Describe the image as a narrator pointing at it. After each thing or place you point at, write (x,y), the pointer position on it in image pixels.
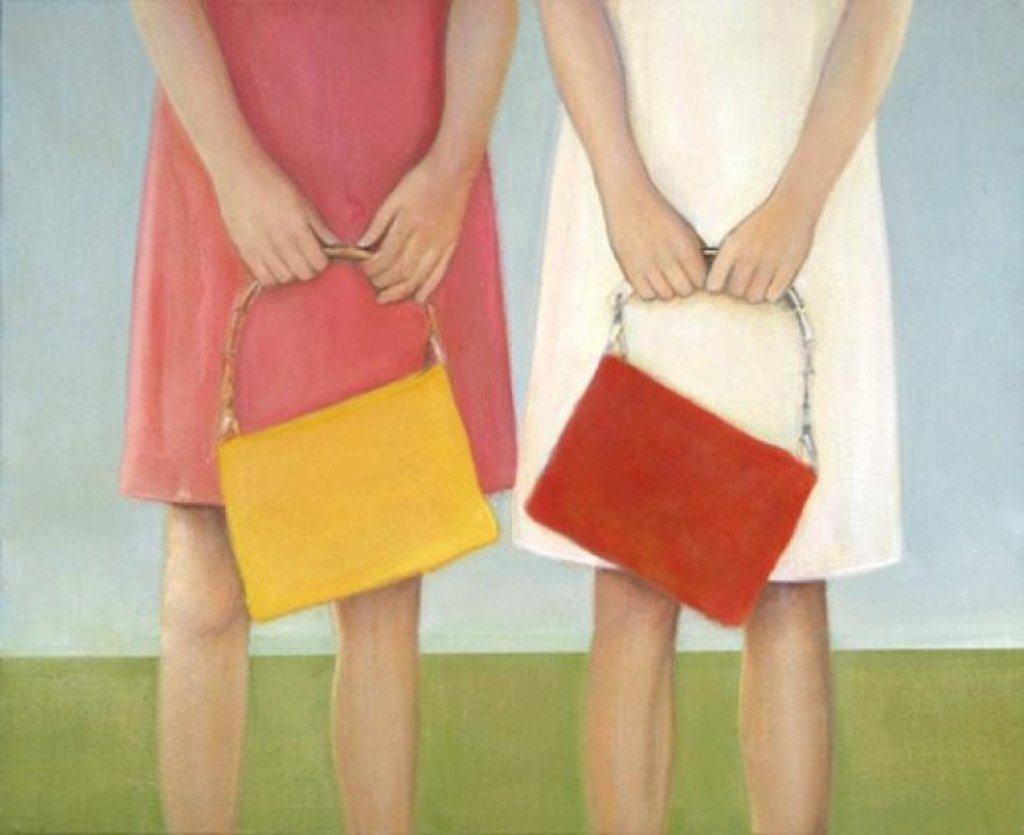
This is a painting picture. Here we can see two girls (703,225) wearing pink and white colour dresses (737,64) and holding red and yellow colour handbags (348,495) with their hands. On the background (963,459) we can see blue and green colour.
